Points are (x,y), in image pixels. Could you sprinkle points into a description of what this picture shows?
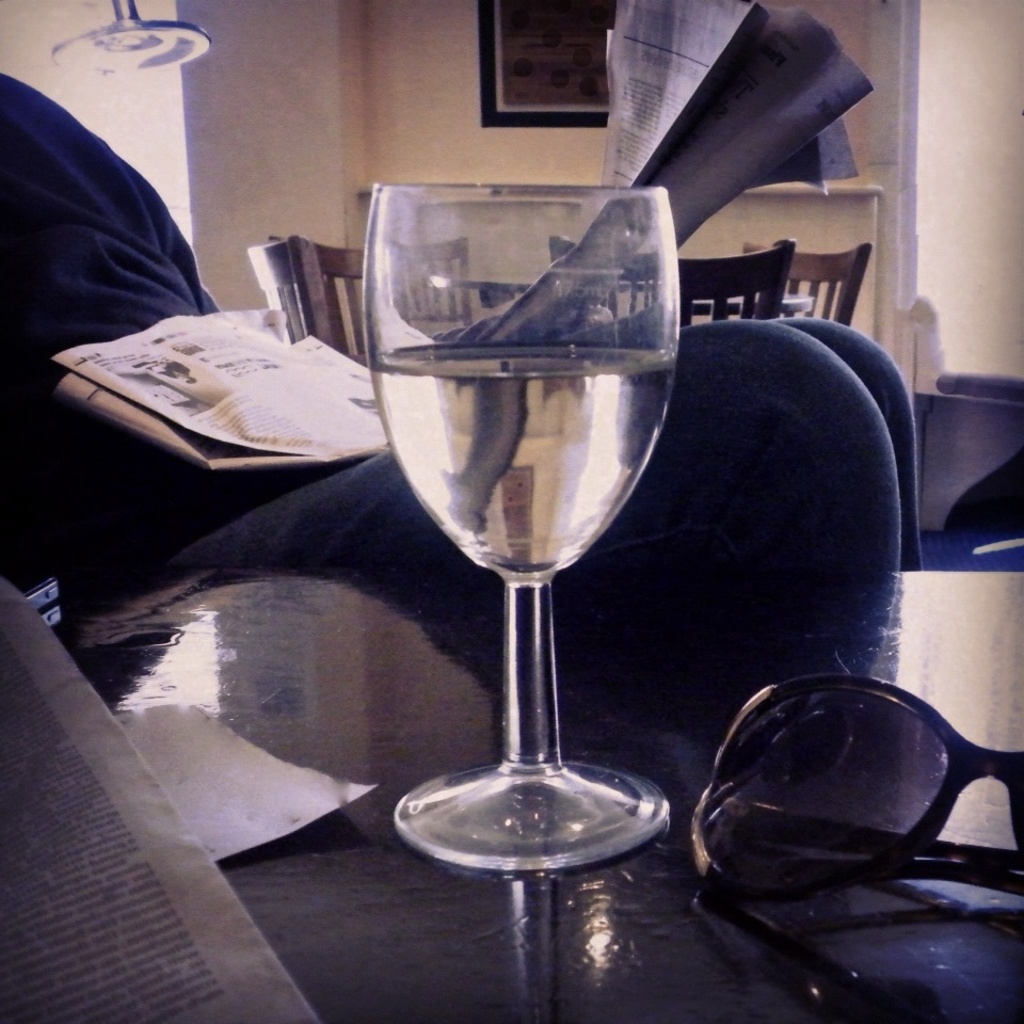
In this image I can see a water glass (425,393). Behind the glass (367,344) there is a person (64,202) sitting. In the back (564,48) there is a board (525,45) attached to the wall (404,118).
